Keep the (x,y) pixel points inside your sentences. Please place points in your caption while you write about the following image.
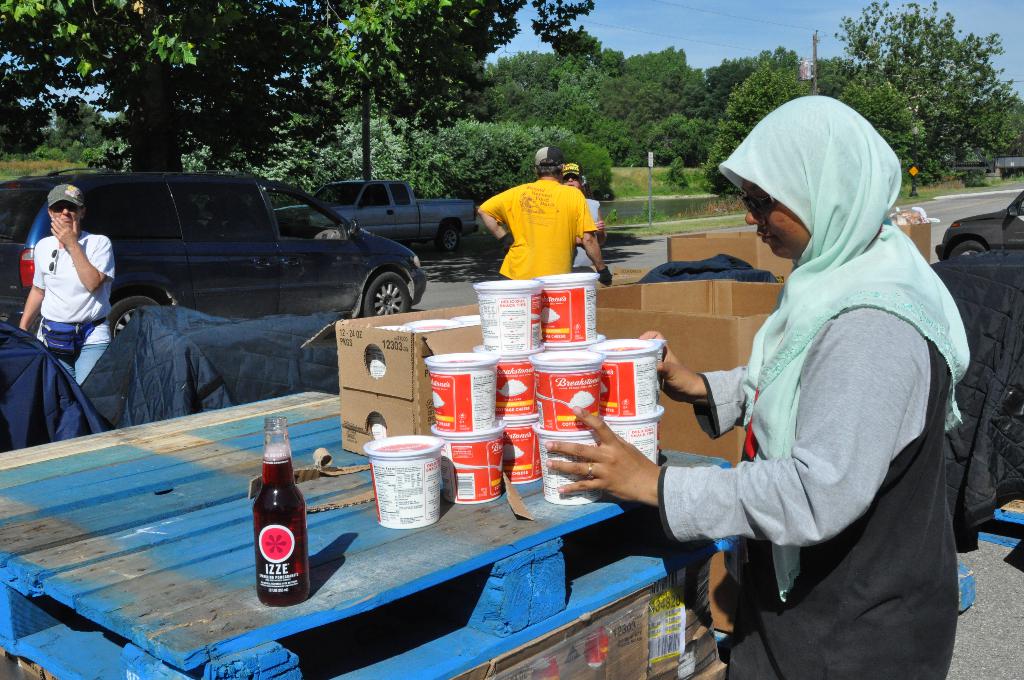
In this image I see a blue wooden thing (70,517) over here on which there are boxes (352,441) and I see a bottle (280,453) over here and I see few people (873,298) and I see the vehicles (1007,246) and I see the road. In the background (207,25) I see the trees (546,129), a pole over here, wires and the clear sky (790,15).
